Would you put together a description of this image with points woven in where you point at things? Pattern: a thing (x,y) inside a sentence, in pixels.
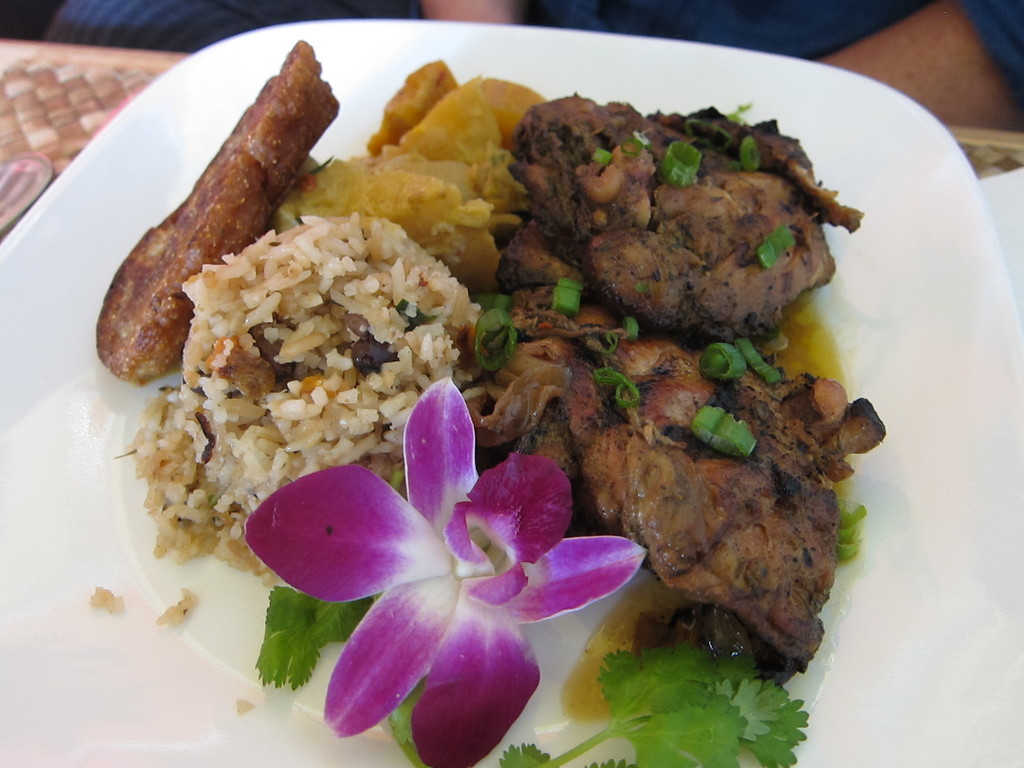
In this picture we can see plate (882,186) with food (780,409), flower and objects (20,162) on the table (987,169). We can see person hands (897,54).
